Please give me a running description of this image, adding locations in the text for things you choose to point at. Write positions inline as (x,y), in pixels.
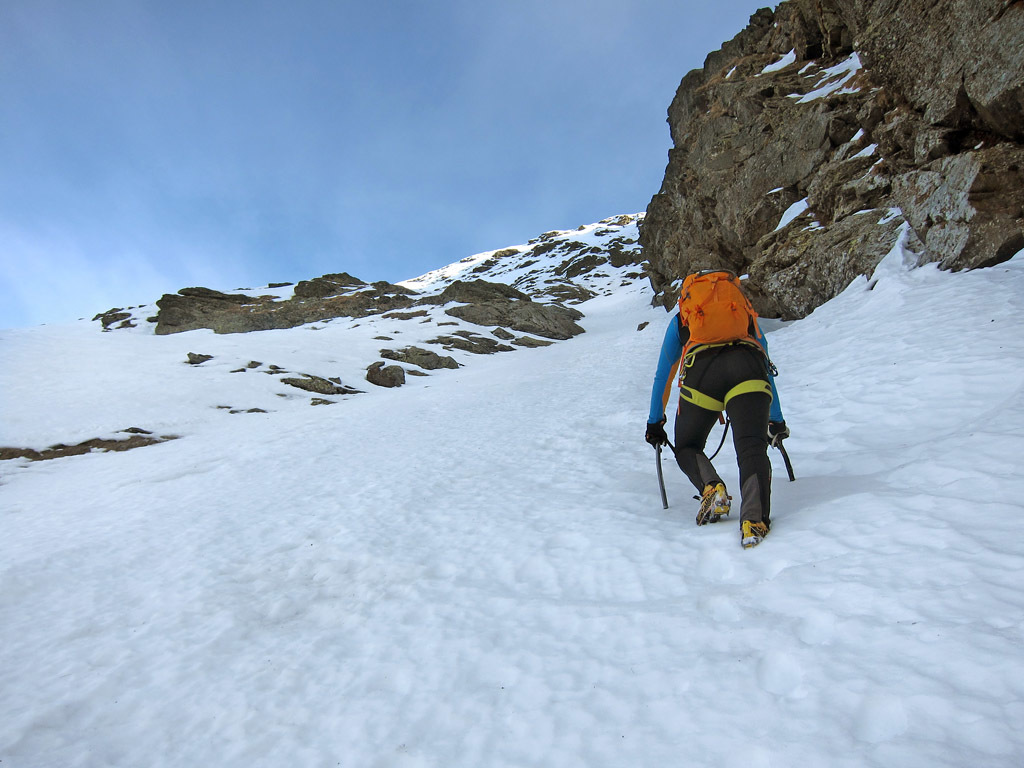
In this image I can see a person (750,361) climbing on the hill (618,430) and at the top (638,100) I can see the sky (558,53) and in the hill (908,44) I can see rocks (895,106).
